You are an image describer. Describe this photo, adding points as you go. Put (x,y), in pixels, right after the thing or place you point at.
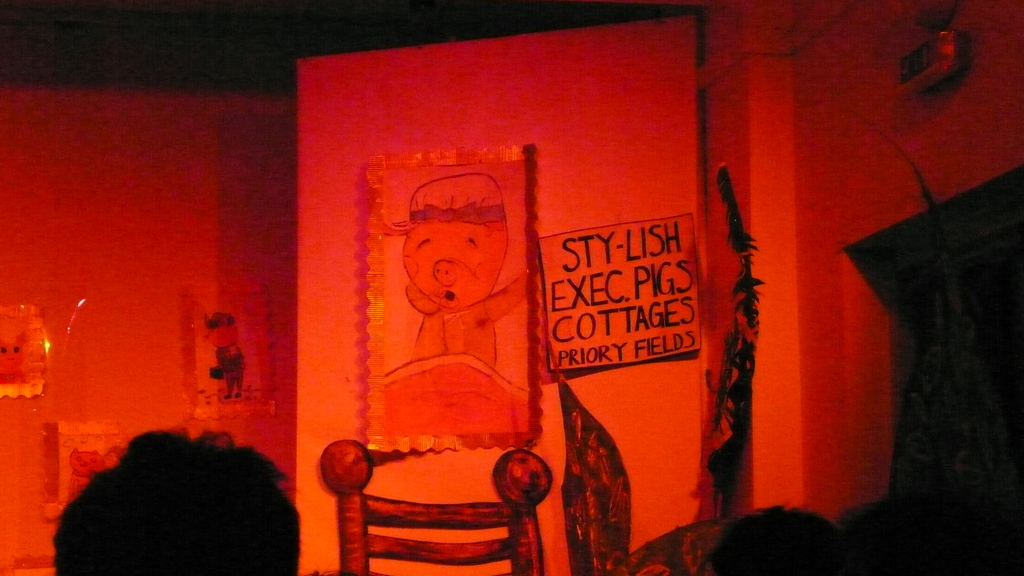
This image is taken indoors. In the middle of the image (450,276) there is a wall (178,362) with a few posters (14,372) with pigs (436,248) on them and there is a poster (603,267) with a text (659,288) on it. At the bottom of the image (462,512) there is a painting (506,504) of a chair (427,506) on the wall (661,463) and there is a person (222,492).
